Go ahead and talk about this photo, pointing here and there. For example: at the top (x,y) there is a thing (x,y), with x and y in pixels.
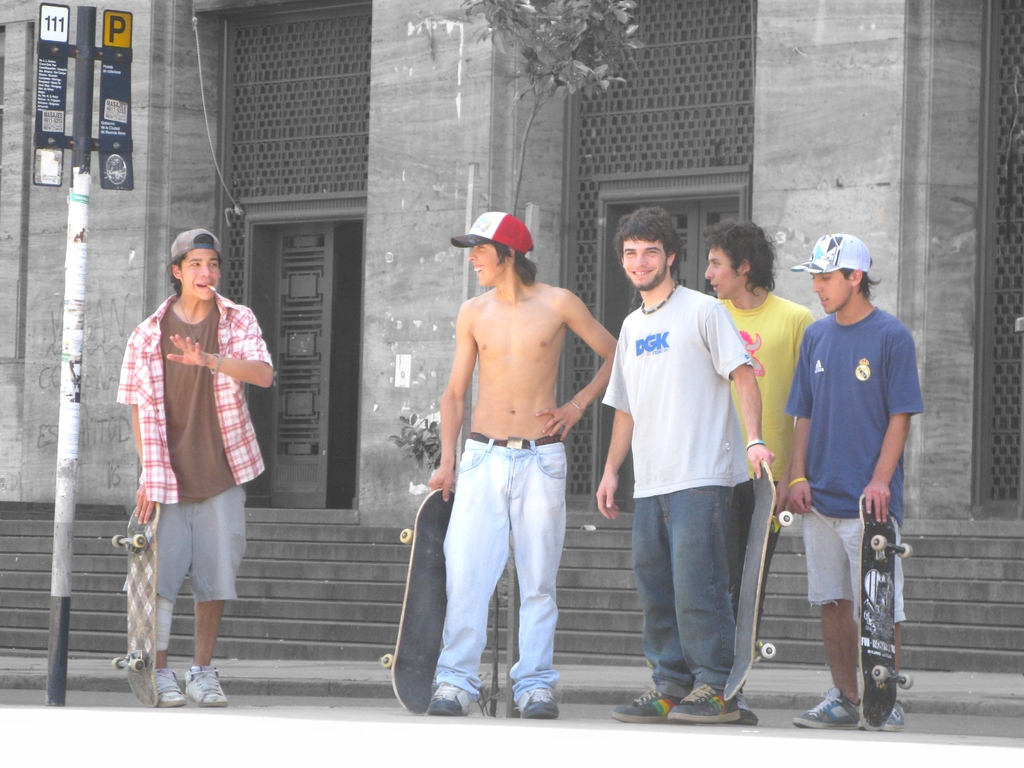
In this picture we can see five persons (499,476) are standing, four persons (217,465) in the front (786,453) are holding skateboards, on the left side (79,307) there is a pole (76,290) and boards (62,88), in the background (187,127) we can see a building (510,136) and a tree (555,38).
